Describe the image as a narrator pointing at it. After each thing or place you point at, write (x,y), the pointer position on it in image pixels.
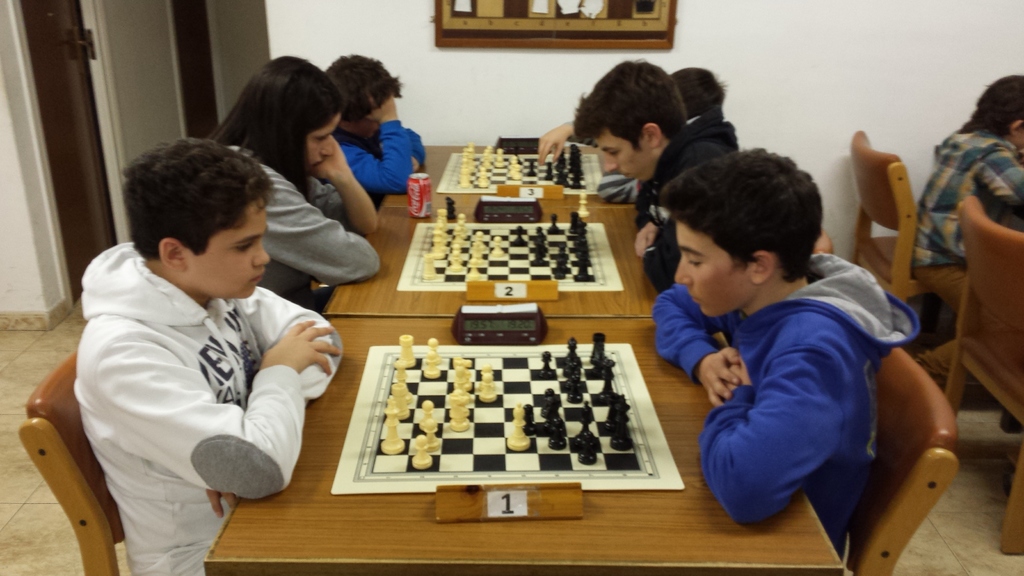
This image seems like a chess competition is being taken place. In the middle of the image (522,372) there are tables (409,518) and chess boards (496,159), naming one, two, three and clocks (511,317) set on each table (503,147). On one of the table (410,215) there is a coke can (416,186). On the left of the image (228,389) there is a boy (180,366) with white hoodie (195,379) and right of the image (761,387) there is a boy (769,377) with blue hoodie (792,397). The wall (708,25) in the background (604,24) is having a frame (513,40). On the left (67,85) background (67,101) there is a door (70,135). There are many chairs (967,282) for the players (107,451) to sit in the room (387,298).
